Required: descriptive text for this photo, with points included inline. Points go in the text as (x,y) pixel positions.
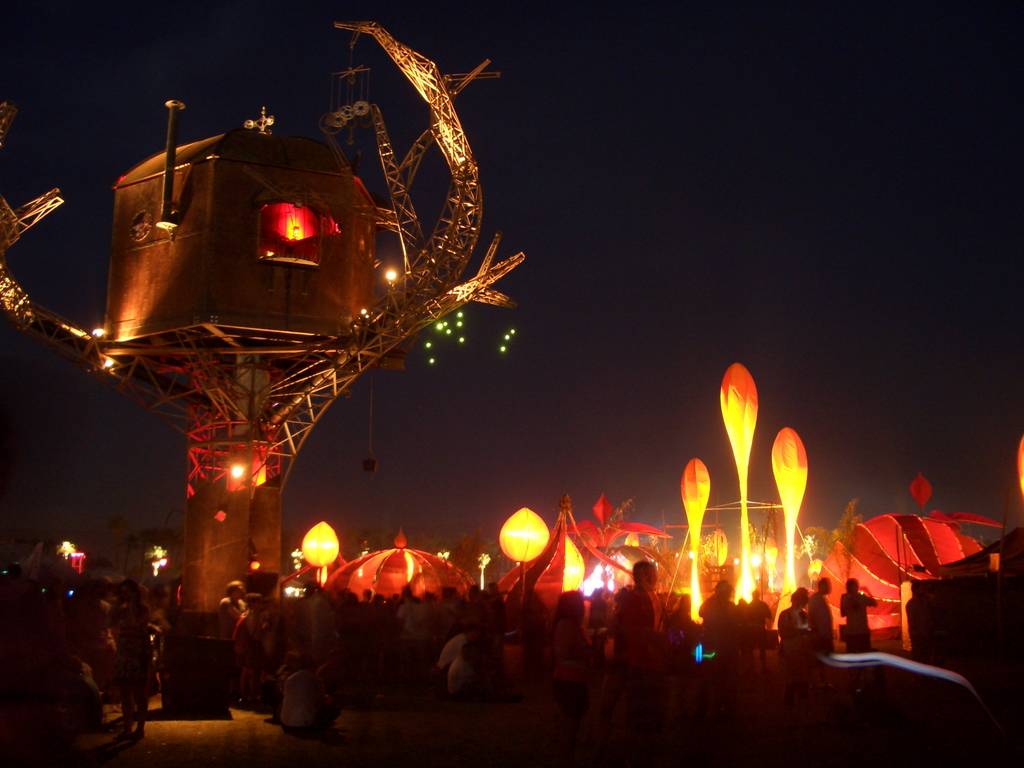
The picture is taken during night time. In the foreground of the picture (91,677) we can see people (134,652). In the middle of the picture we can see lamps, buildings (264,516), various shaped objects (791,555). On the left (245,228) it is looking like a small building (258,234) and we can see iron frames (4,281). In the background (697,181) it is dark.
